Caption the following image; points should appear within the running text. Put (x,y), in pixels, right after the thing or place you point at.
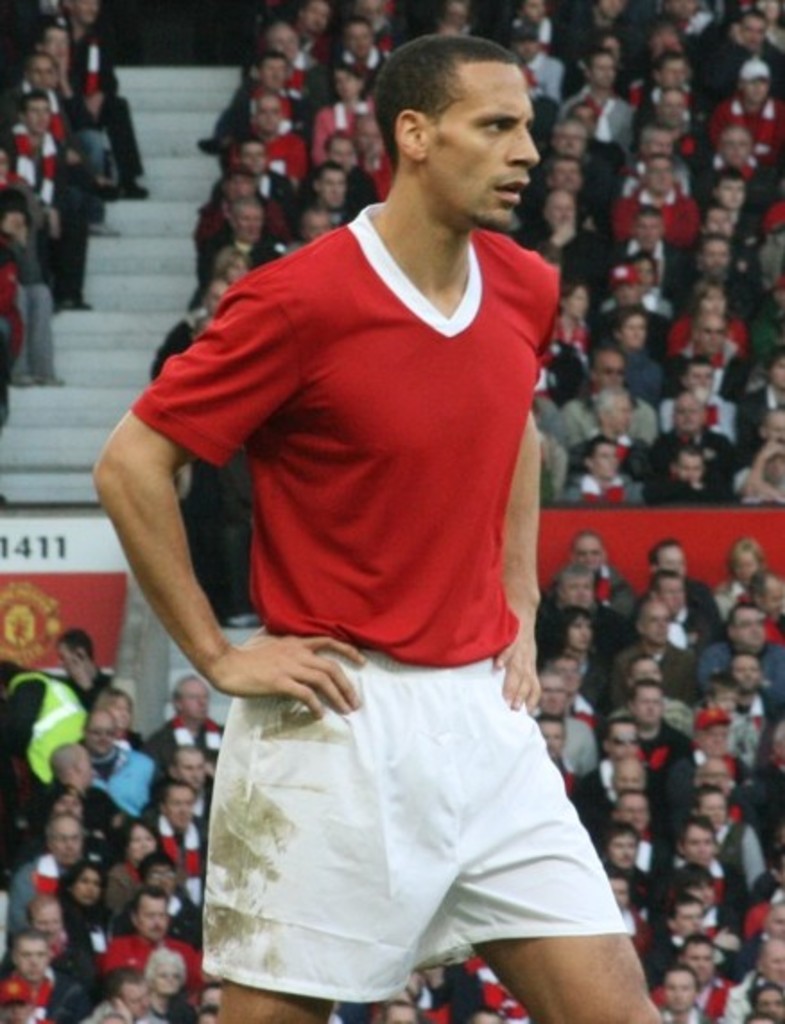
In this image I can see a person (322,899) standing, wearing a red t shirt (376,570) and white shorts (294,839). There are many people (637,672) sitting at the back (566,670).
